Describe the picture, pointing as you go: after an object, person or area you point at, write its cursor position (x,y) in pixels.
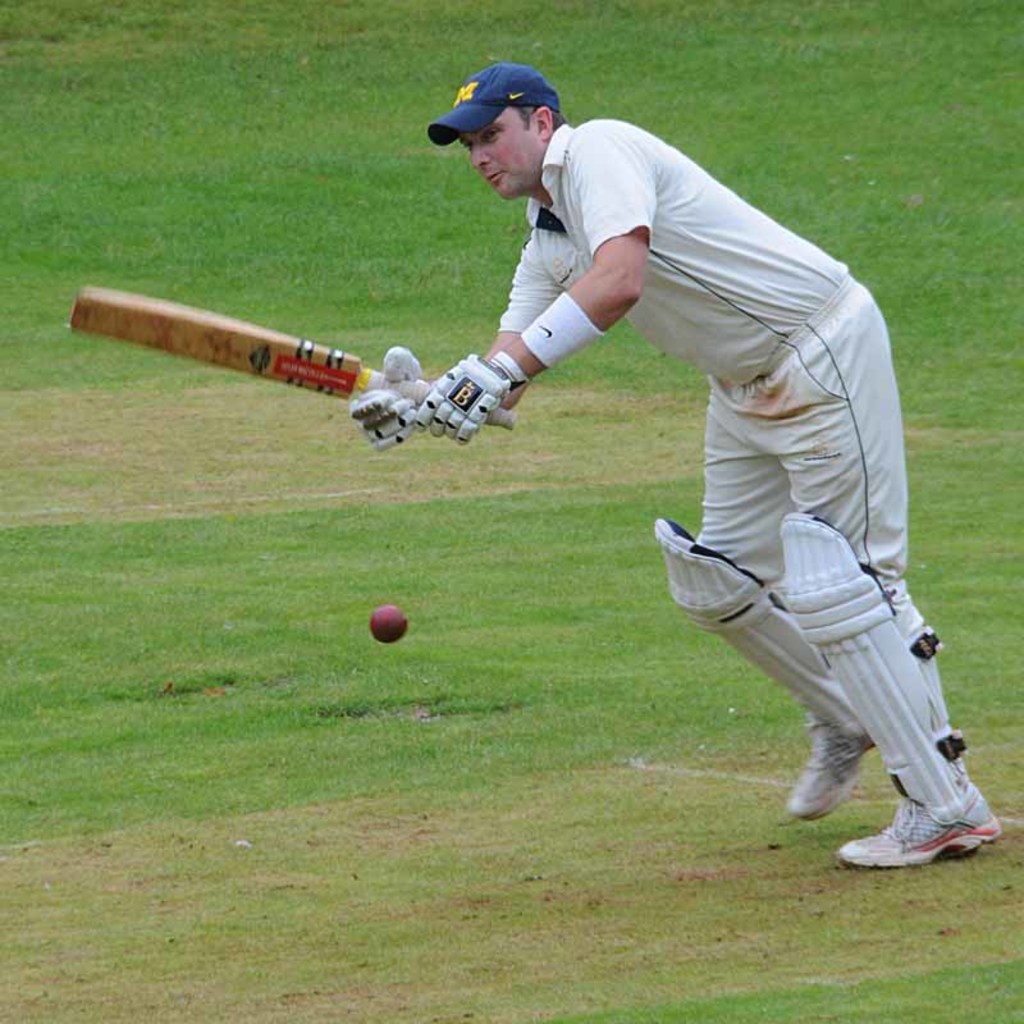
In this image I can see a person (851,562) playing cricket in a ground (19,906). He is wearing a blue cap (497,97) and white dress (699,288).
